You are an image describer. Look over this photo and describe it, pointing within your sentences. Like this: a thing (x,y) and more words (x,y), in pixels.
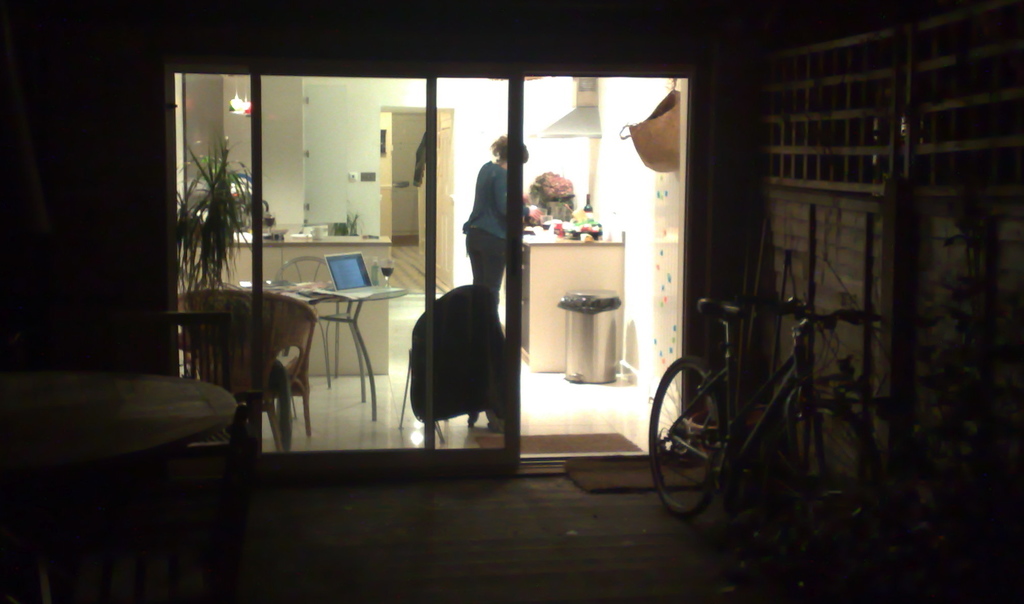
a woman (499,196) is standing at a counter (526,244) and doing something. There is laptop (357,293) and wine glass (381,267) on a table (385,296). There is a cycle (700,306) beside the door (519,329) of the room (674,272).
